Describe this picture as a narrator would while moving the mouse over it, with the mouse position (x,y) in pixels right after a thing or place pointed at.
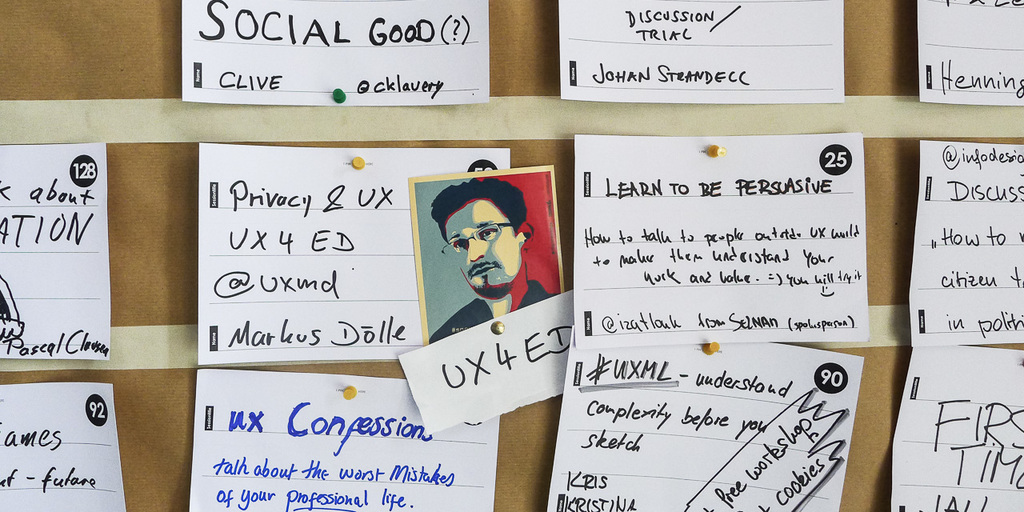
In the picture I can see the piece of papers (437,372) with text (368,340) on the brown color cardboard (445,140) and I can see the passport size photo (498,253) of a man (524,245).
